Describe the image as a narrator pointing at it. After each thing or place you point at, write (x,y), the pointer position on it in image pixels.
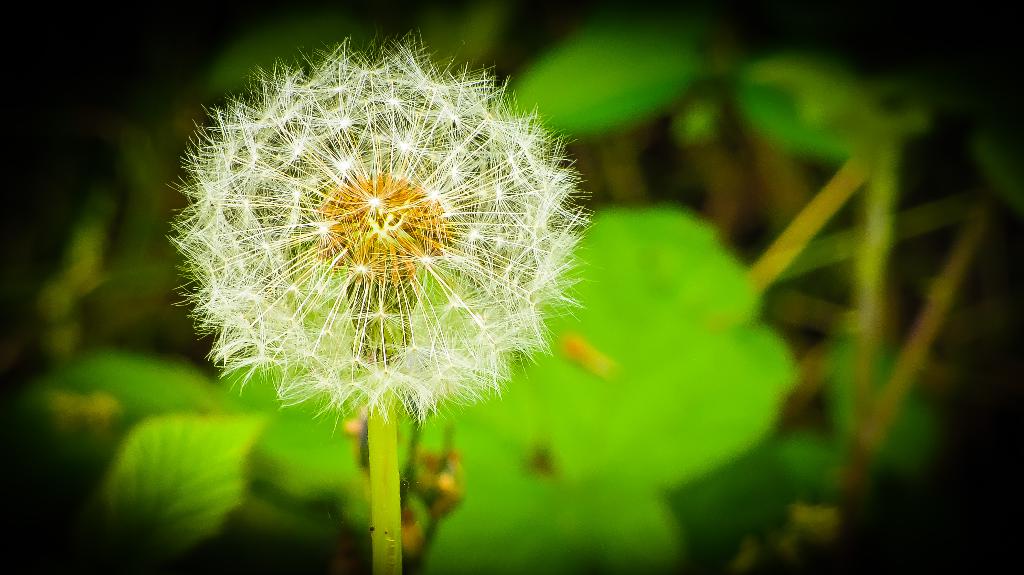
In this image in front there is a flower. In the background of the image (495,433) there are leaves (648,424).
